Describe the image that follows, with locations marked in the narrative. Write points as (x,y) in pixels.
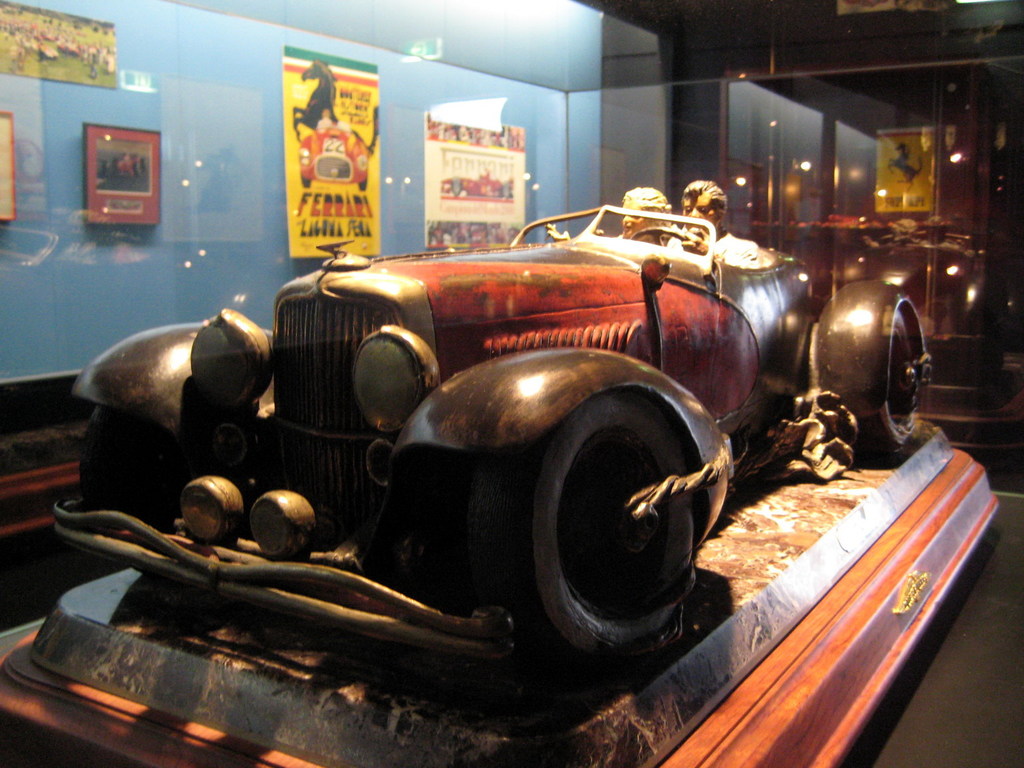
In this picture we can see a vehicle (470,319) on a platform (734,591) with two people (712,200) sitting on it, posters (349,90) and frames (128,155) on the wall (73,230) and in the background (648,174) we can see the lights (878,195), glass (778,171) and some objects (947,255).
